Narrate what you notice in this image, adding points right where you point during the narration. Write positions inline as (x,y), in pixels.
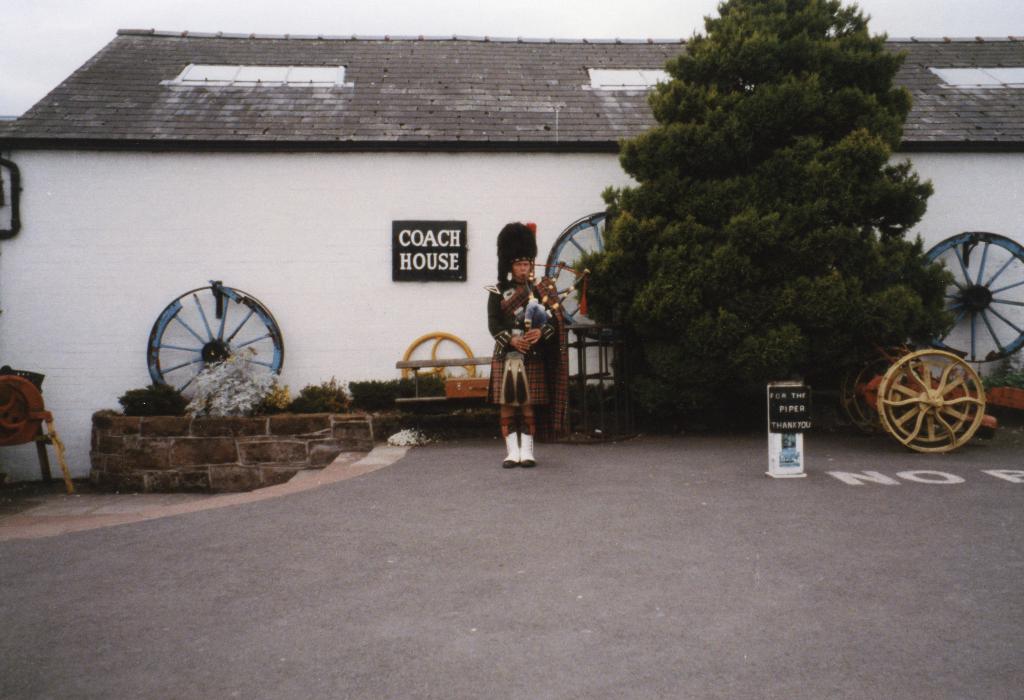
In this image, in the middle (506,394), we can see a person (554,421) standing, we can see some wheels (961,355), there is a white wall (357,243), we can see a black color board (459,256) on the wall (370,254). We can see the roof (319,77) and the sky (439,30).
